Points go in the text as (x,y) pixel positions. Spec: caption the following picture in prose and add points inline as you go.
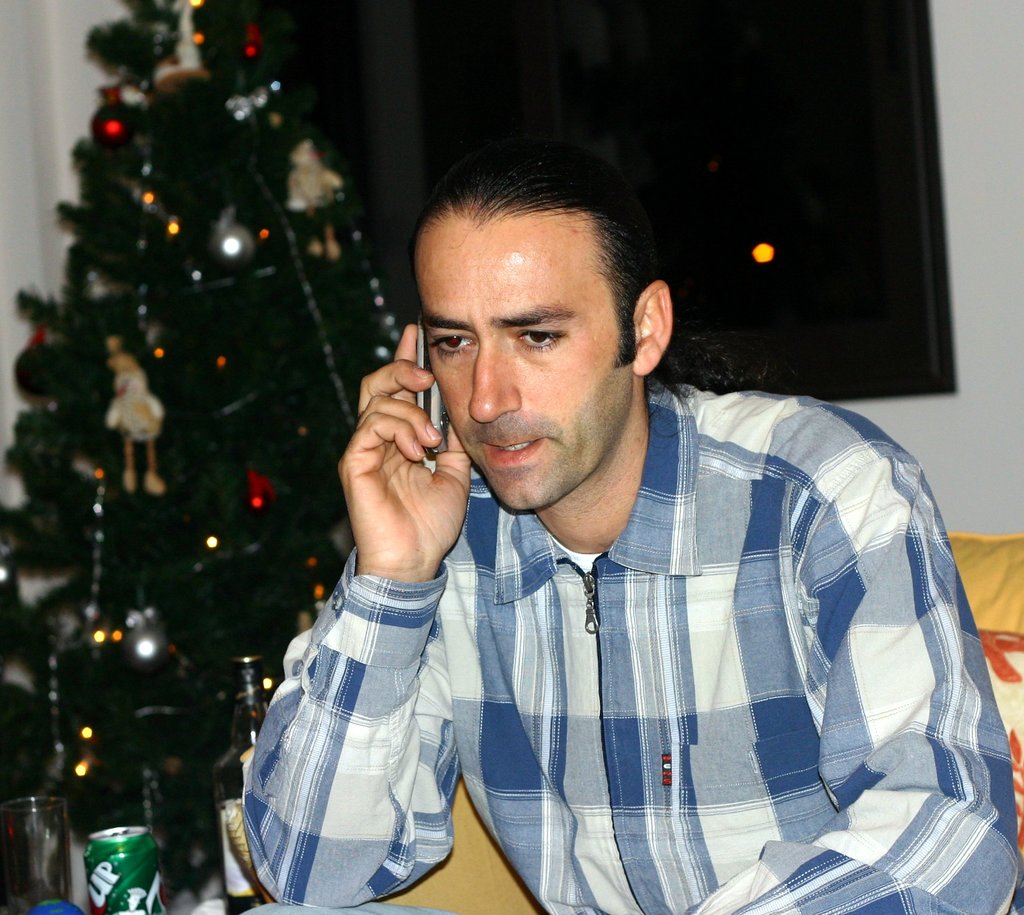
In this image we can see a man (581,680) sitting on a sofa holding a cellphone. We can also see a bottle (237,810), tin (88,868) and a glass (64,888) placed beside him. On the backside (182,839) we can see a wall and the Christmas tree (138,619).
